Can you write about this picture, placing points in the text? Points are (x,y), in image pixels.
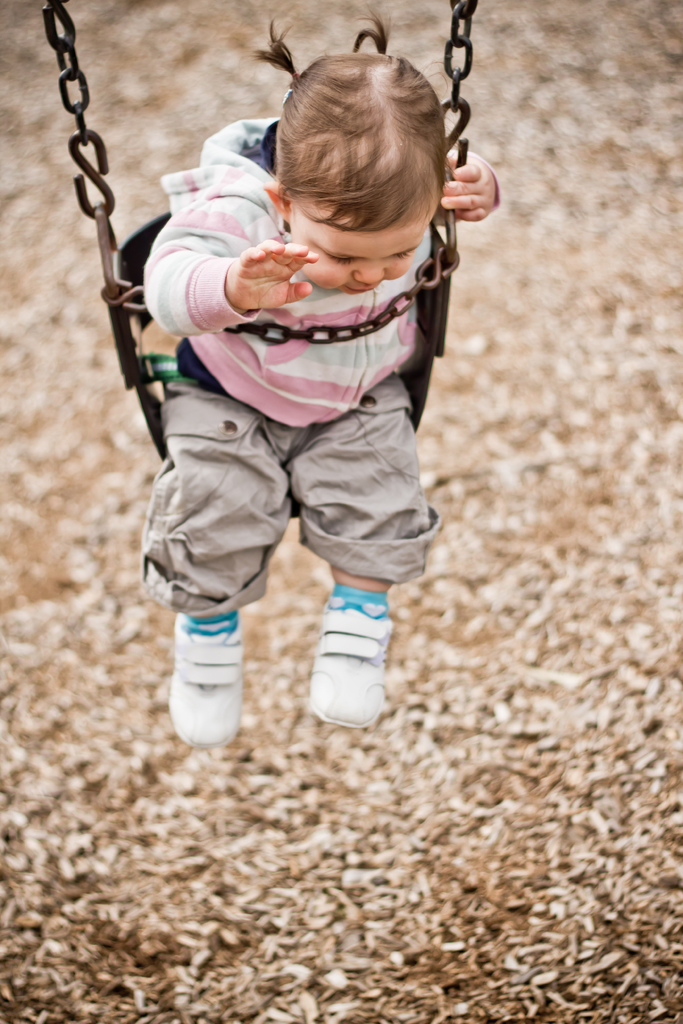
In this picture there is a kid (283,258) in a swing (442,309). At the bottom (313,831) it is wood chips (392,921). The background (18,443) is blurred.
